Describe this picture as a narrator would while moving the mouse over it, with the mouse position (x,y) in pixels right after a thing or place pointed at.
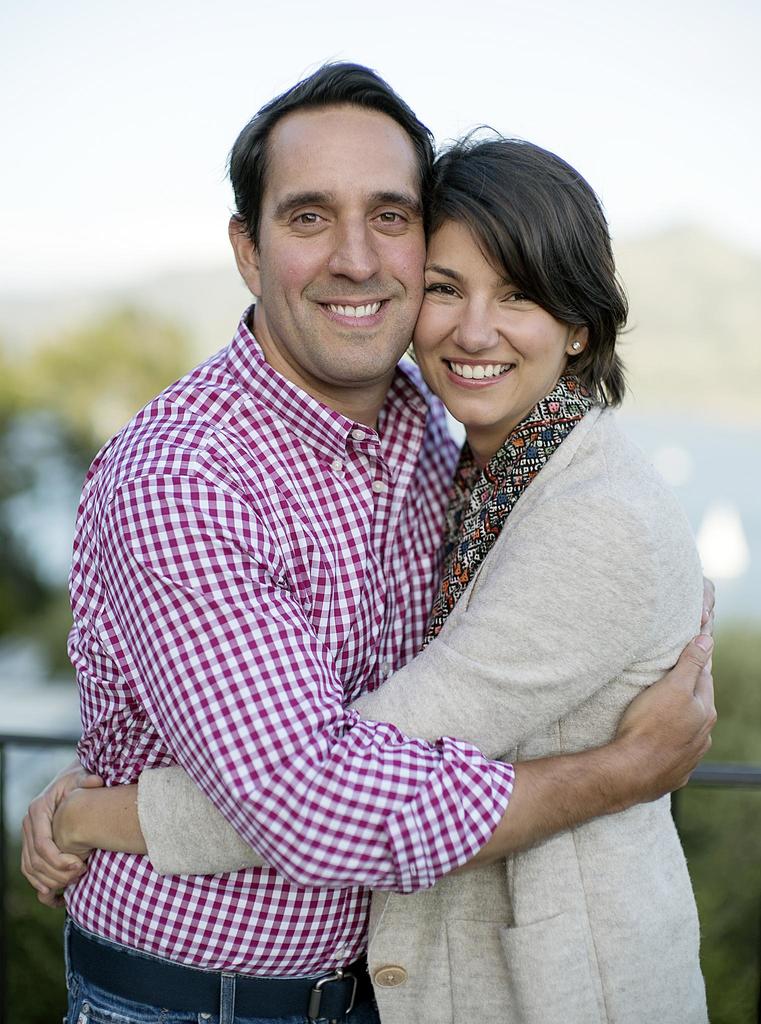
In this image I can see a person (299,612) wearing shirt (250,587) and jeans (254,1019) and a woman (463,902) wearing grey colored dress (574,556) are standing and hugging each other. In the background (160,346) I can see few trees (141,383) which are green in color and the sky (120,146) which are blurry.
